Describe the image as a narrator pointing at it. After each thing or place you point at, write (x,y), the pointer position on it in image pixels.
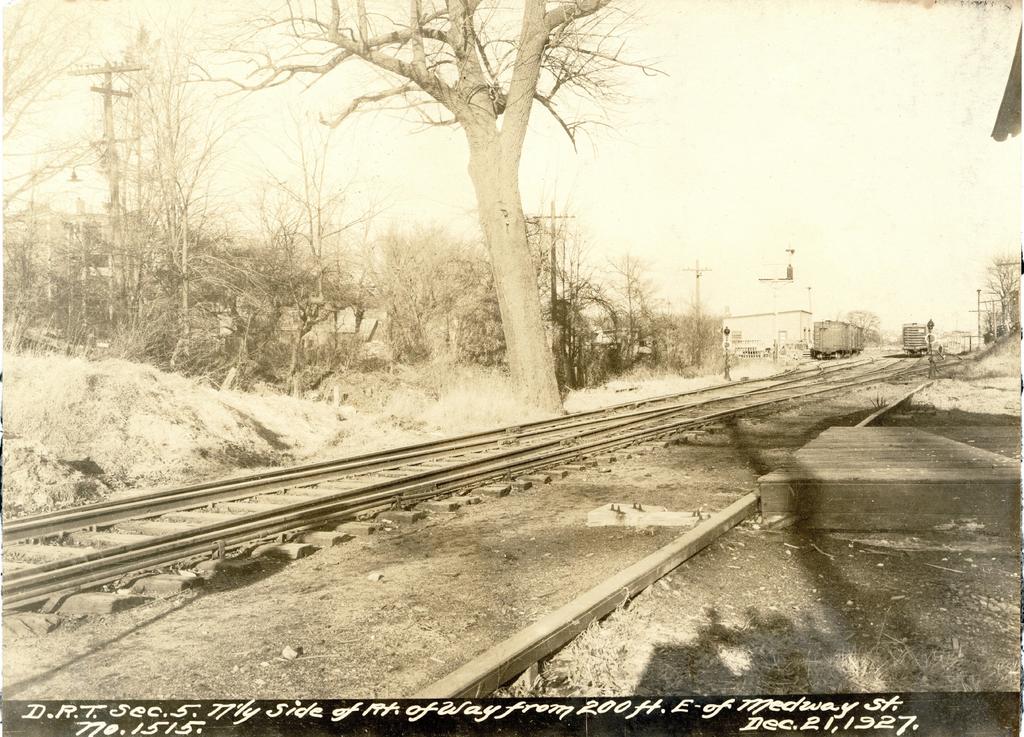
In this image I can see railway tracks (889,381), few trains (826,336) and number of trees (508,340). I can also see a building (749,334) and few poles (699,272).
